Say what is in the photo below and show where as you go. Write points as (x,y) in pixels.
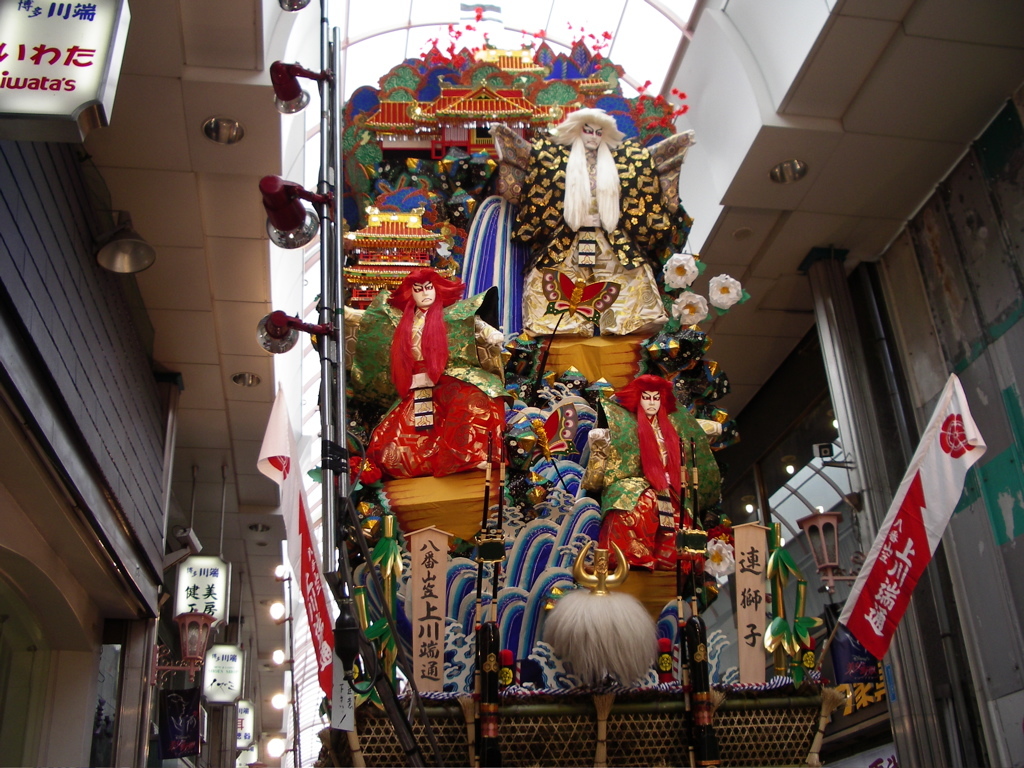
In this image in the center (561,443) there are some items (520,439), flags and some lights (274,194), boards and some other objects (603,632). On the right side (907,297) and left side (4,423) there are some buildings (151,654), lights (196,662) and some boards (200,584).
